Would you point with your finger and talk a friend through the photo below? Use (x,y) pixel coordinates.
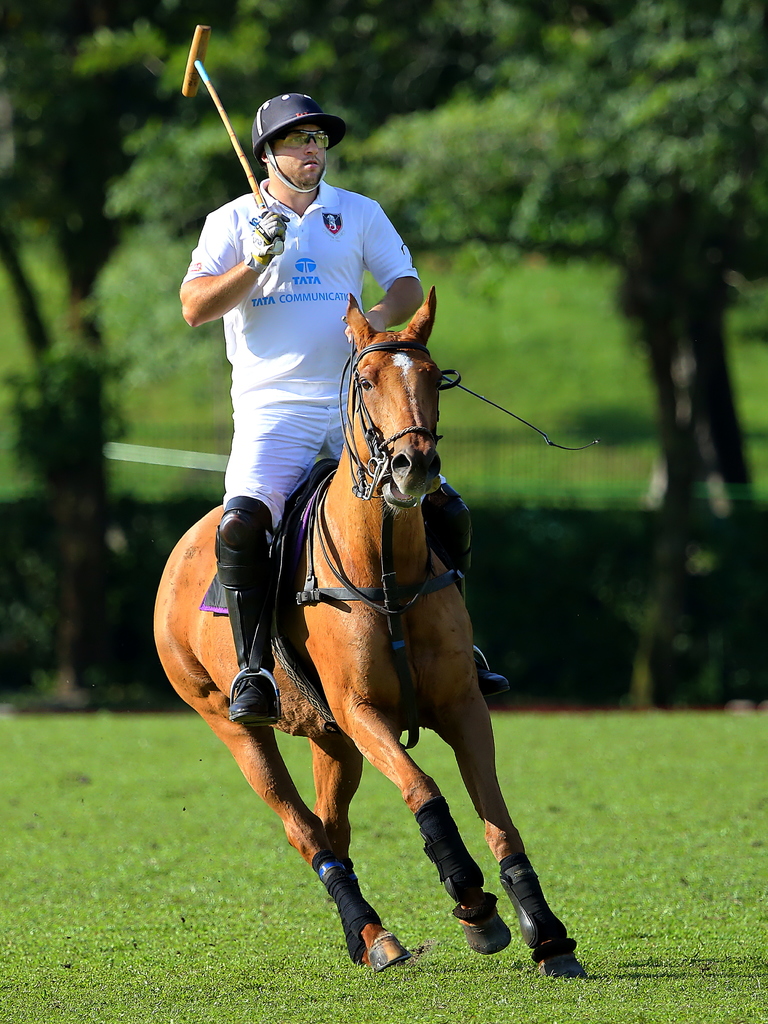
In this image there is a person (251,217) holding an object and sitting on the horse (201,589), which is running on the surface of the grass (732,895). In the background (427,181) there are trees (478,154).
